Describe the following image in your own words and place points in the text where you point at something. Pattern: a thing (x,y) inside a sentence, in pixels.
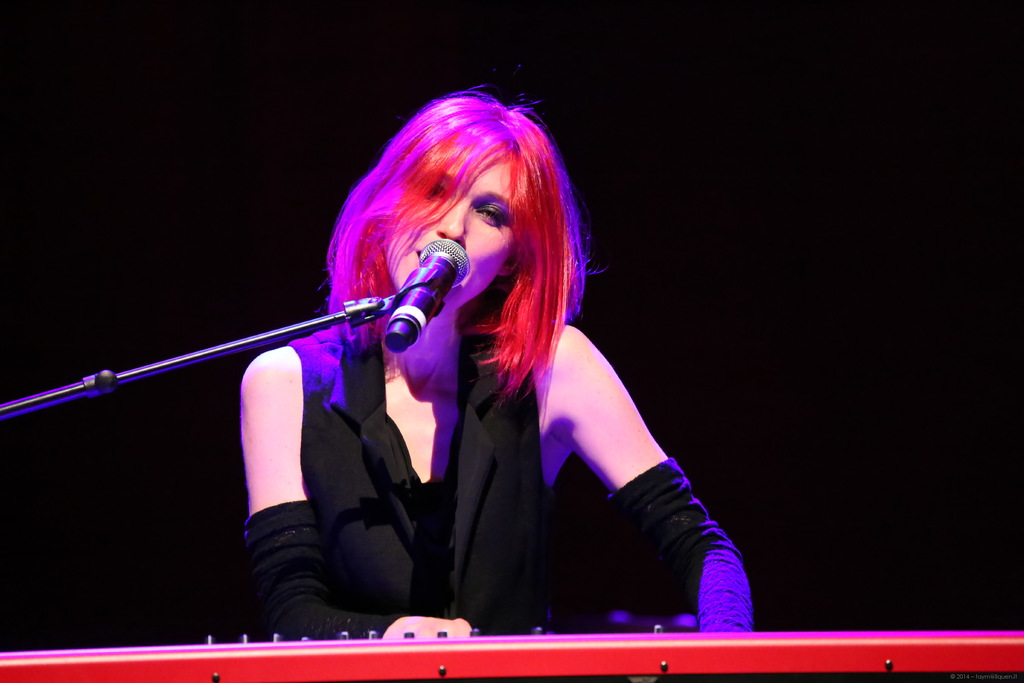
In this image I can see there is a person (408,268) singing into a microphone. And in front (611,668) there is a musical instrument (745,646). And at the back (331,109) it looks like a dark.
